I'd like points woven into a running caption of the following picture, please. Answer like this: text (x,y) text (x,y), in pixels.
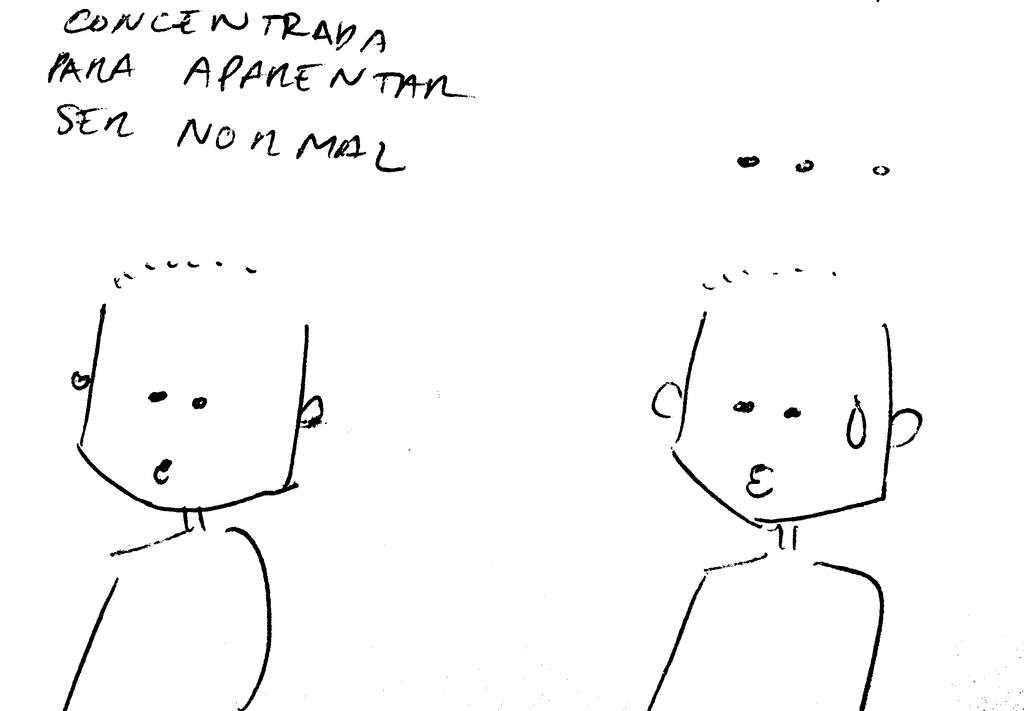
In this image, we can see a sketch (240,396) of cartoons (288,374) and there is some text (176,71).
